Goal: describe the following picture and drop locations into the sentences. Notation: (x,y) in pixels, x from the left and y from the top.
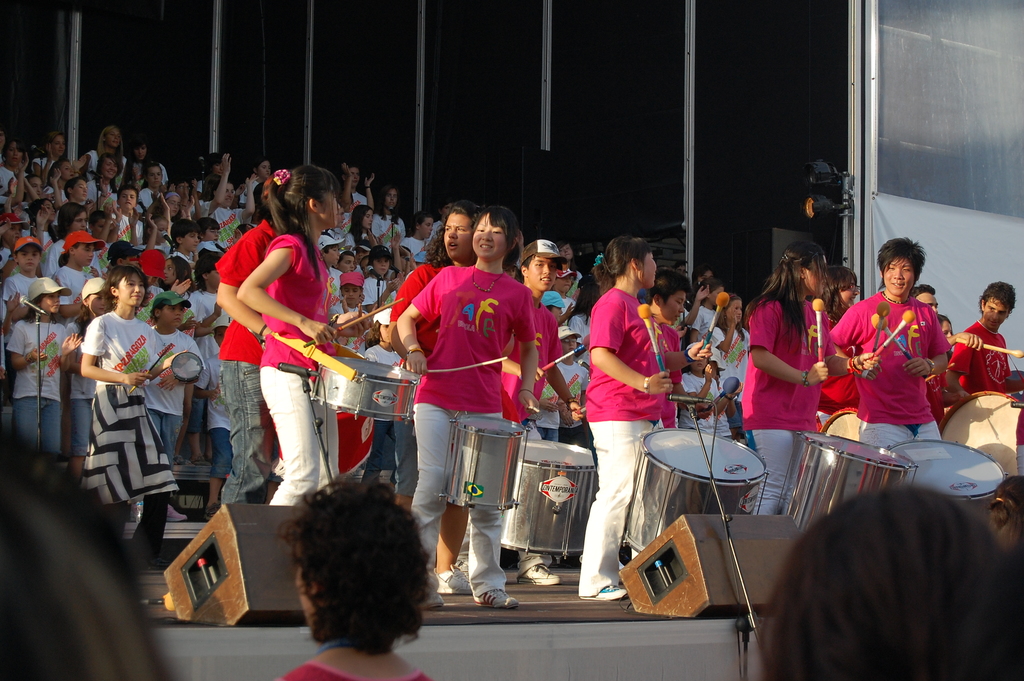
In this image I can see a group of people (256,369) who are playing musical instruments (467,443) on the stage (670,618).
